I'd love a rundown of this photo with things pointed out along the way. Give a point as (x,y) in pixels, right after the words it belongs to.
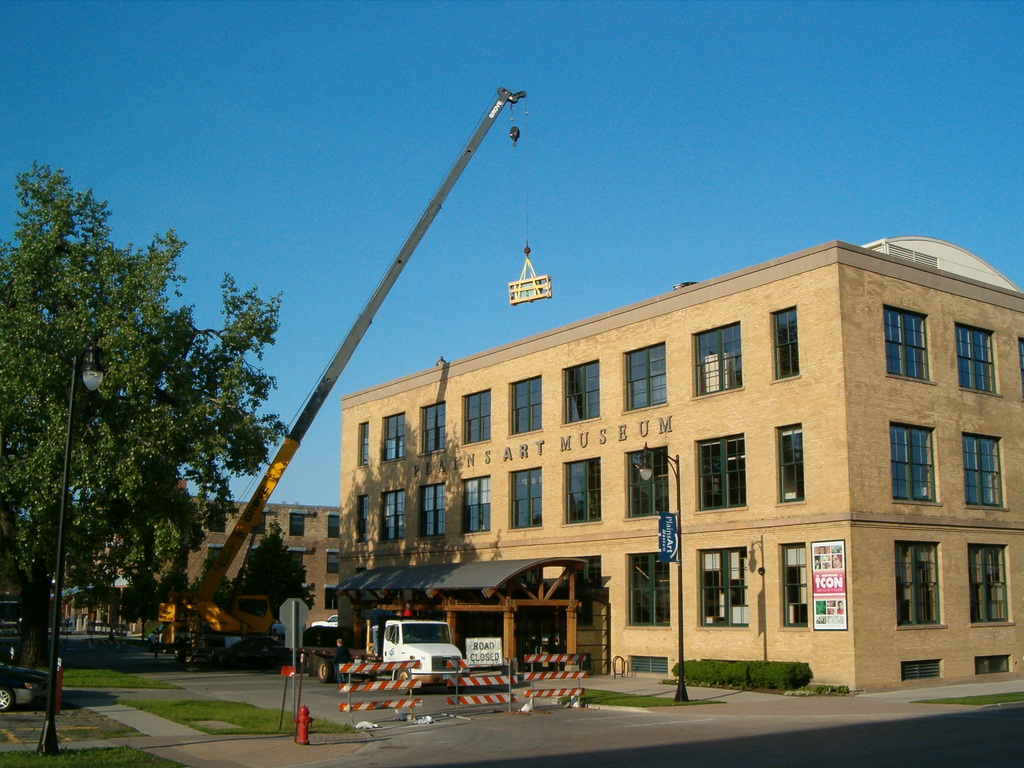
In this image there are buildings (578,566), in front of the building (607,629) there are a few vehicles (376,661) and there are metal structures (387,689), streetlights (55,674), and there is a crane (247,624) and there is an object (540,287) hanging on the hook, there are trees (152,526) and in the background (731,133) there is a sky (629,150).
